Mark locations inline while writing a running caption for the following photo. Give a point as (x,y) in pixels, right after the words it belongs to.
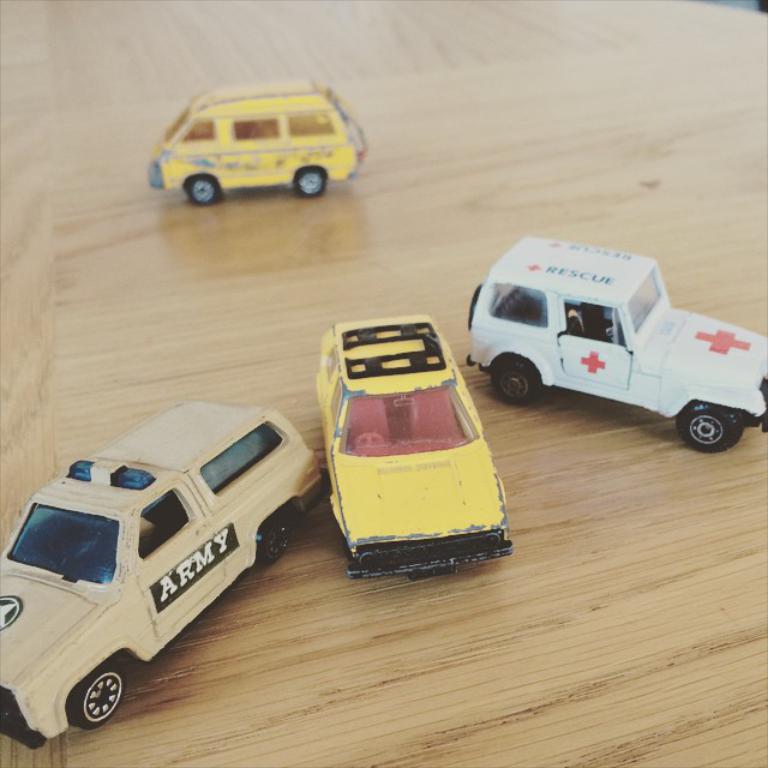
In this picture we can describe about four small toy cars (440,450) are placed on the wooden table top (379,603). In the middle (377,430) we can see yellow car toy (358,523). On the right side (571,275) we can see white ambulance car toy (611,396).
